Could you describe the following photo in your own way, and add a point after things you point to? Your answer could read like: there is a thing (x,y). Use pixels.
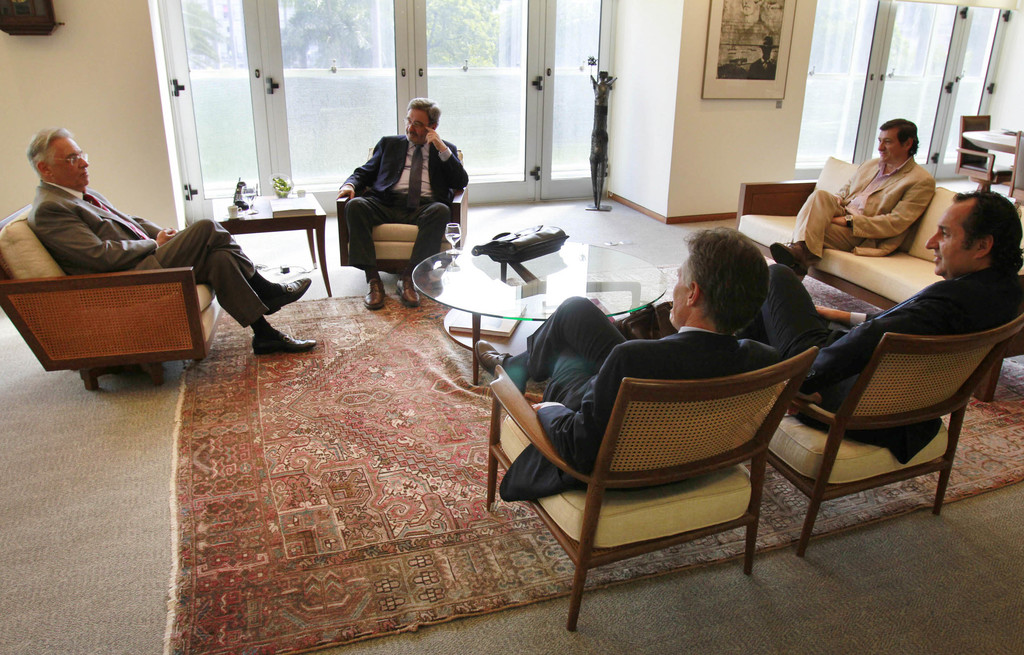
In a room (582,236) there are five men (828,220) sitting. In front of them there is a table (550,295). On the table (537,261) there is a bag (524,258). And there is a floor mat (297,447). In the background (349,75) there are some doors (559,60). To the pillar (704,121) there is a frame (760,53). And to the right side (984,128) there are some chairs (980,151).
